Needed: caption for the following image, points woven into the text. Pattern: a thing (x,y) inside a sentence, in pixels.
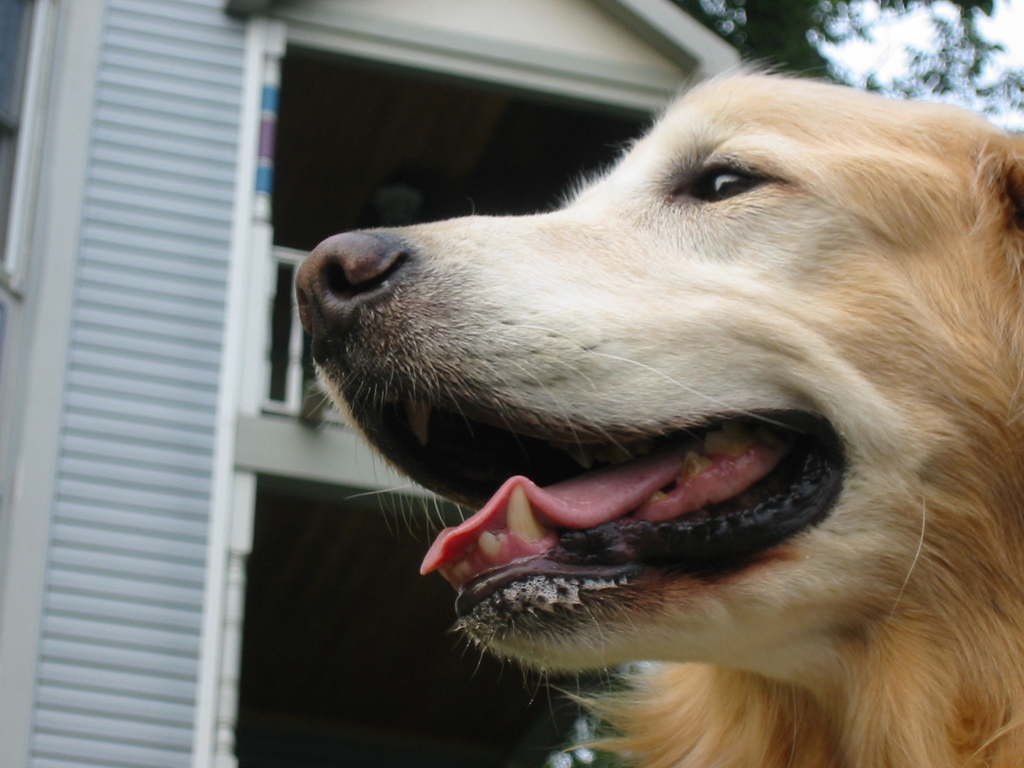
There is a dog (912,417) which is brown in color in the right corner (888,465) and there is a building (218,234) beside it.
